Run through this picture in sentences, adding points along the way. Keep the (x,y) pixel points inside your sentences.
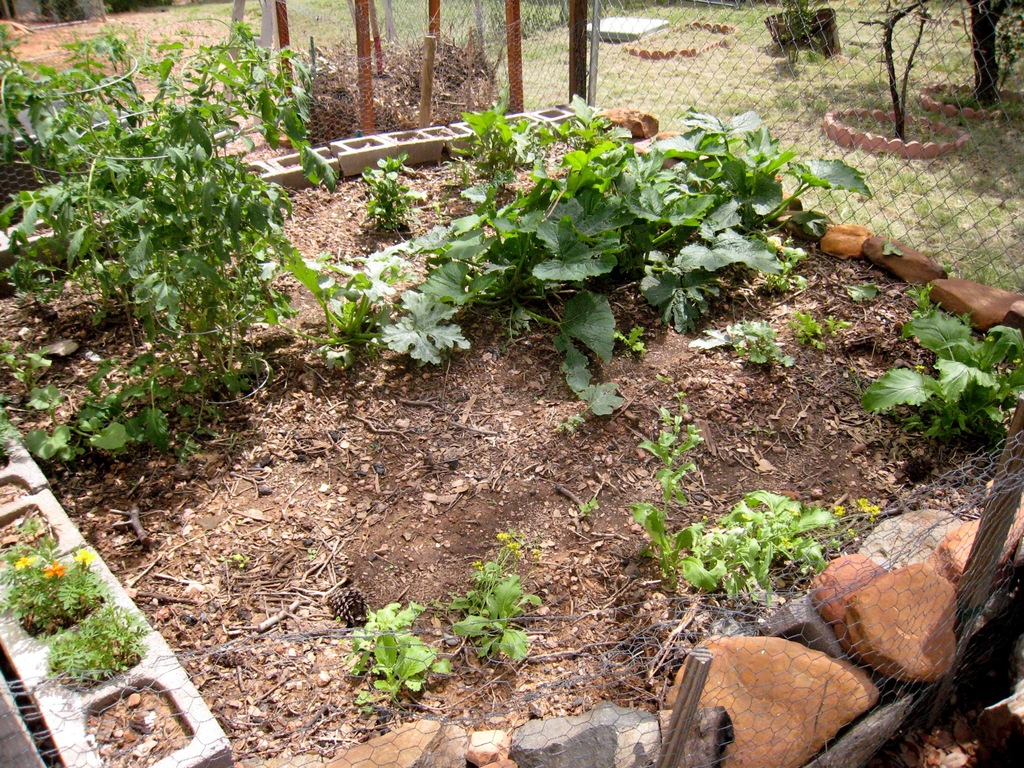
In this image we can see different kinds of plants (620,205) in the pots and on the ground (446,495), stones (581,729), fences (309,30) and grass (504,20).
